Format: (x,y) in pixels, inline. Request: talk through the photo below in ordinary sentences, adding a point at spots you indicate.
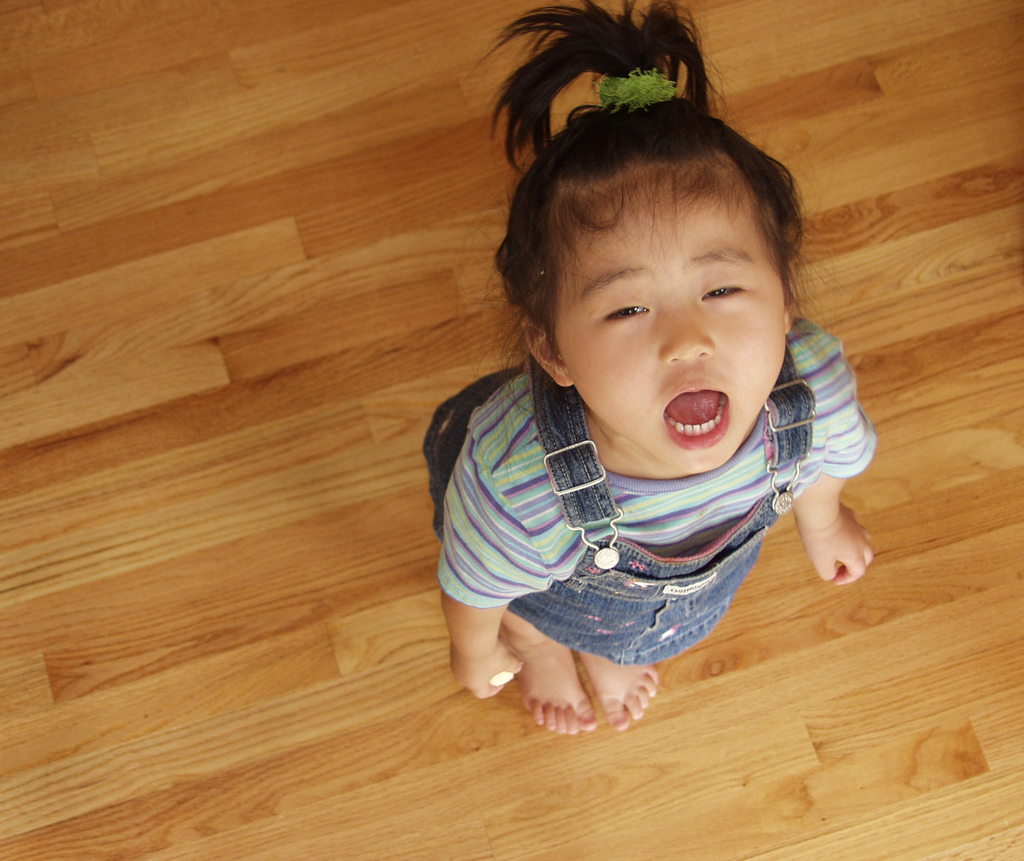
In this picture we can see small girl (652,538) standing on the wooden flooring (632,735) and shouting.
